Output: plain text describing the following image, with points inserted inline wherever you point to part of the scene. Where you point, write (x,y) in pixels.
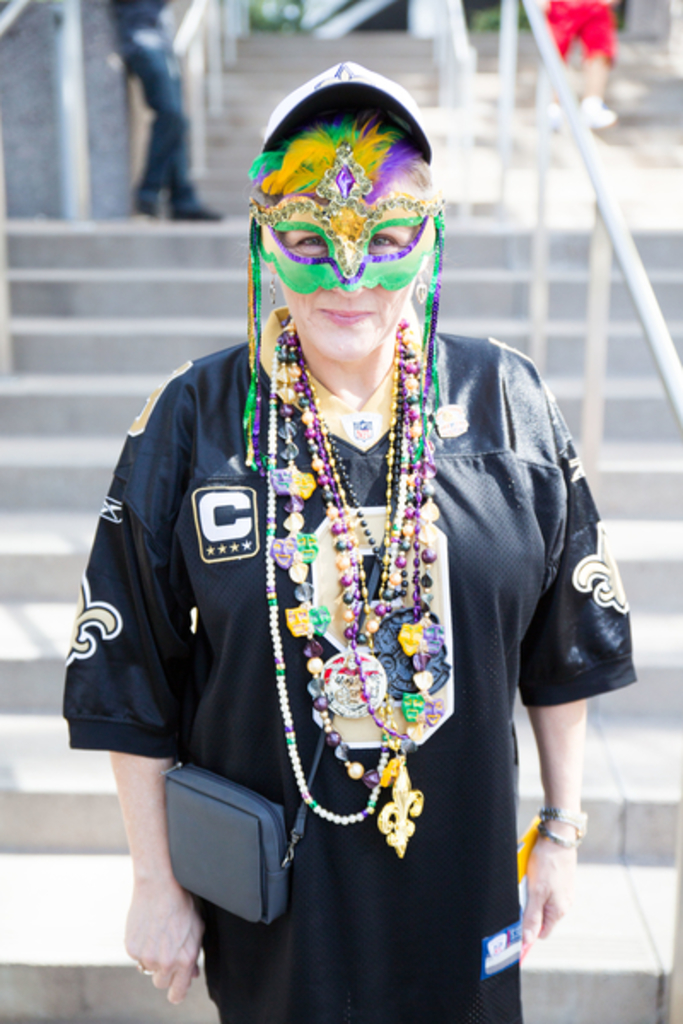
Here in this picture we can see a woman (259,471) standing over a place and we can see she is wearing cap (378,108) and face mask (301,171) and carrying a bag (176,793) with her and behind her we can see steps (660,564) present and we can also see a railing (449,62) present and we can see other people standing in the far.
